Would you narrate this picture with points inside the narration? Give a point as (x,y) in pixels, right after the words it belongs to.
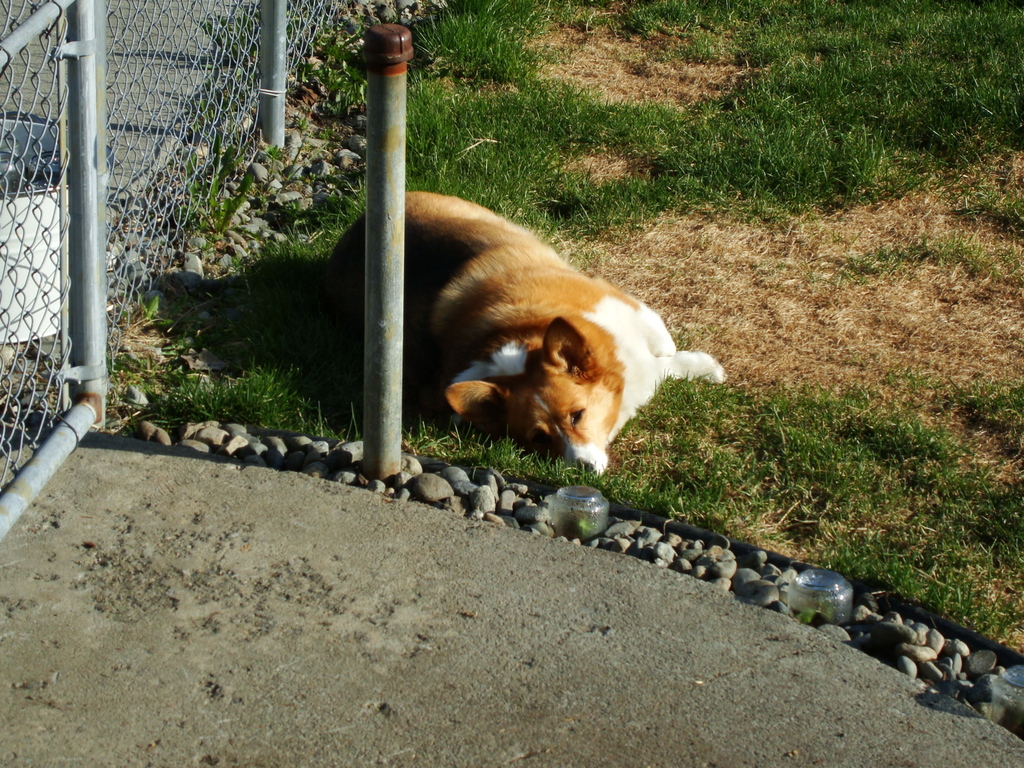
In this image we can see a dog (449,258) lying on the grass (239,325), stones (340,177), grill (134,81), floor (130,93) and a pole (379,112).
